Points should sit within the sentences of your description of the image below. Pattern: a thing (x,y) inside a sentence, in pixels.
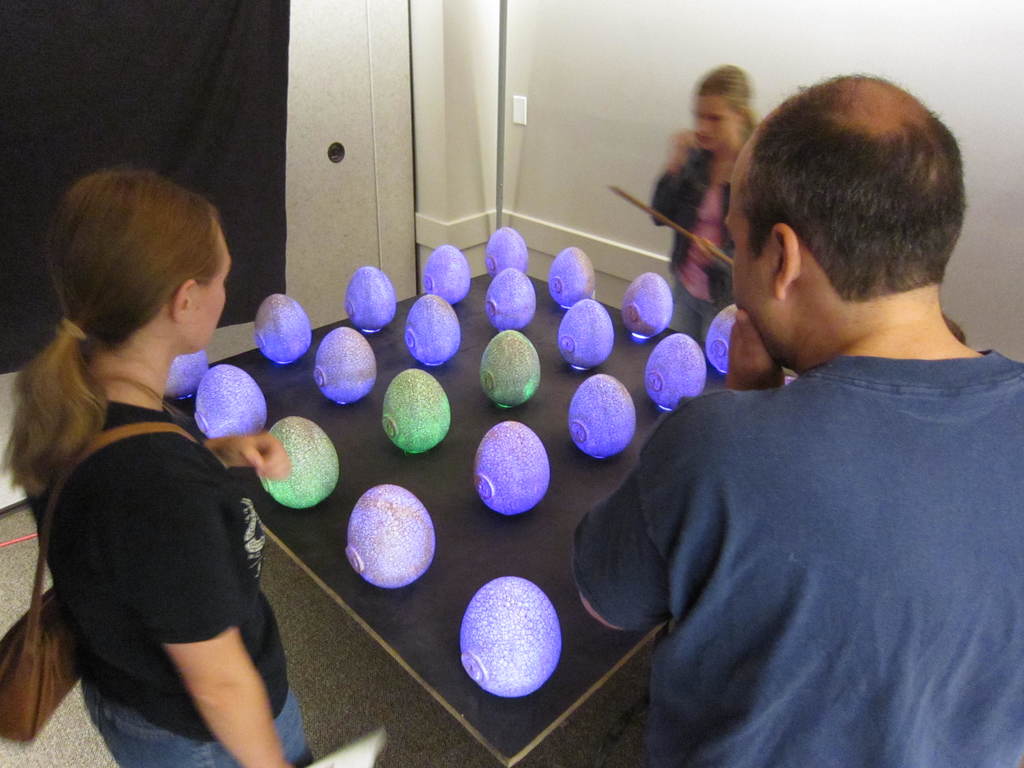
In this picture we can see two women (725,175) and a man (700,554) standing on the floor (313,618) and in front of them on the table (422,294) we can see some objects (390,303) and in the background (161,49) we can see a cloth (203,70), wall (726,3).
